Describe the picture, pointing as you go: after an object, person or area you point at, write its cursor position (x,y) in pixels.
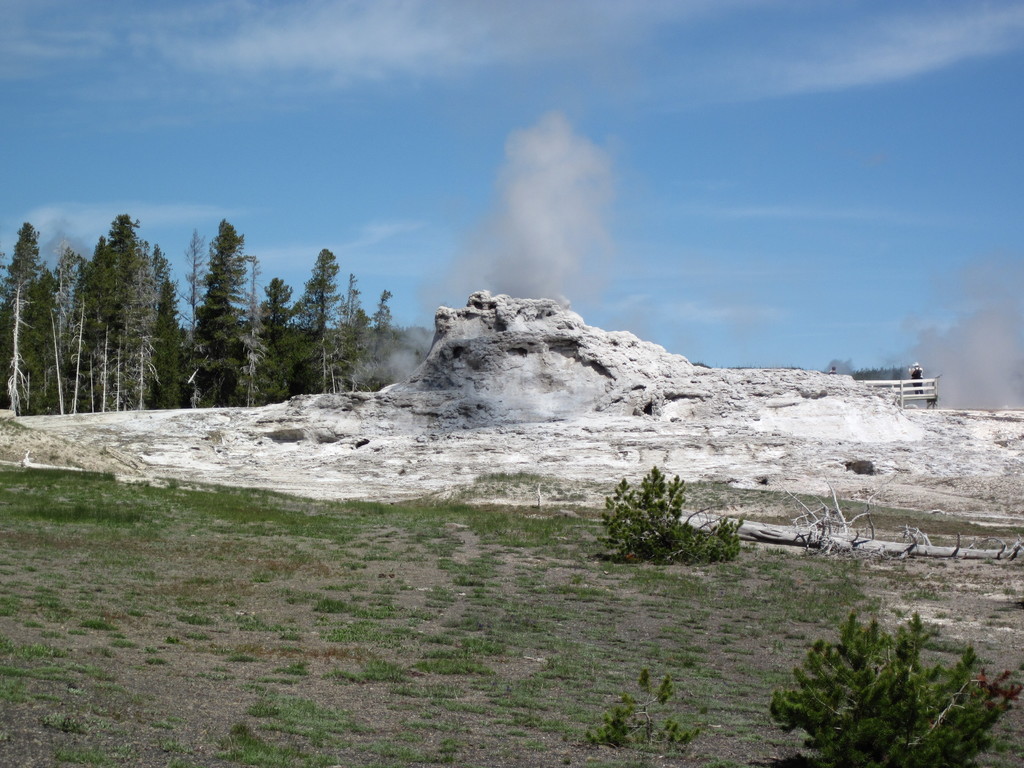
There is a white mountain (513,353) and trees (246,341) are present at the back (269,321).
